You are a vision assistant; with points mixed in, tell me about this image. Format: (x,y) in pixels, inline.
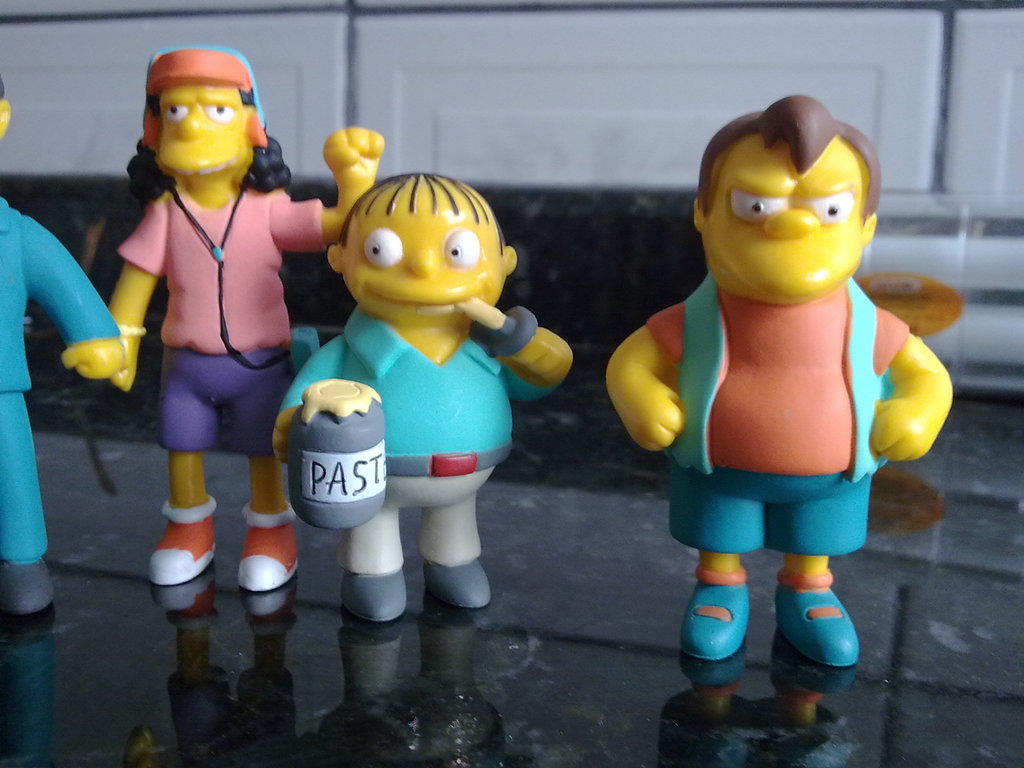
In the image there are small toys (396,321) kept on a marble floor (404,613).
